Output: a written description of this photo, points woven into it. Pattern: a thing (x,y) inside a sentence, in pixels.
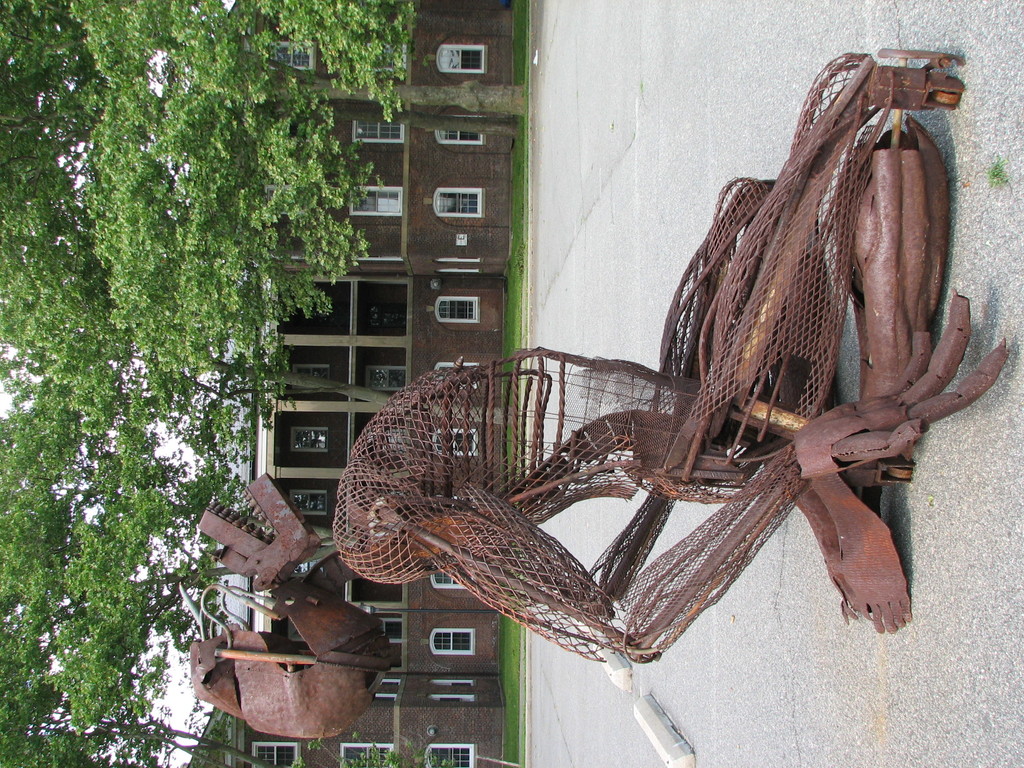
In this picture I can see metal objects (647,461) on the surface (684,504). I can see the buildings (385,295). I can see trees (367,94). I can see green grass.
